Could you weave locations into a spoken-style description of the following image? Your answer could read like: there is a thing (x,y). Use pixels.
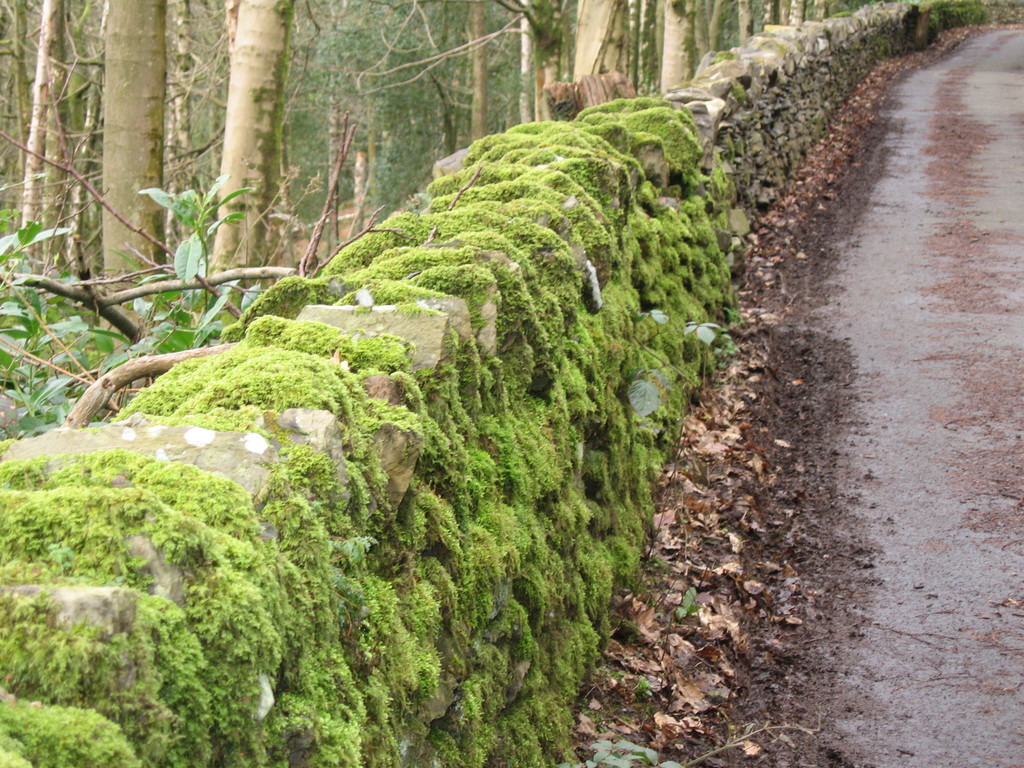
In this picture, we see a wall (492,344) which is covered with moss (435,428). On the right side (923,414), we see the pavement (889,477). Beside that, we see the dry leaves (713,497). In the left top (279,61), there are trees (455,80).
